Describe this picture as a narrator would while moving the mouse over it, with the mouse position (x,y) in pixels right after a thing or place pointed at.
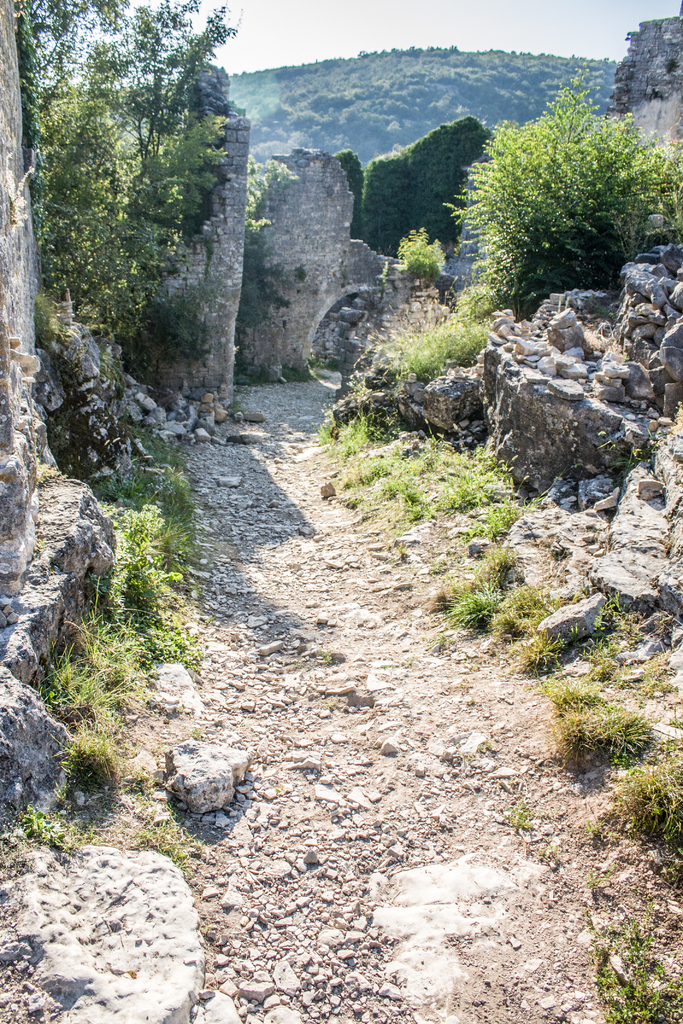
In the center of the picture (356,578) there are stones (283,936) and it is the path (336,493). On the left (99,199) there are shrubs (123,536), trees (120,243) and walls (400,305). On the right (590,357) there are stones (551,355), shrubs (587,236), tree (569,238) and wall (647,350). In the background (457,108) there is a hill (375,88) covered with trees (382,98).
